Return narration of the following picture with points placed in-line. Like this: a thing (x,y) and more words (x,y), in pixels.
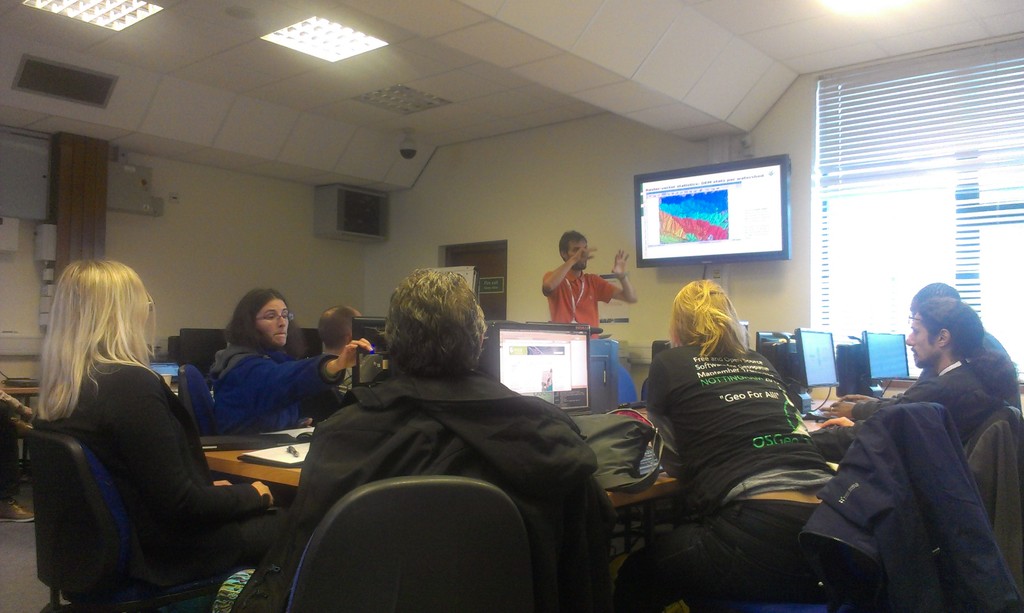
In this picture I can see few people (584,469) are seated on the chairs (204,418) and I can see few monitors (539,360), a bag (622,466), books (292,460) and few keyboards (260,443) on the table (286,475) and I can see a television (744,184) to the wall (614,253) and a man (585,250) standing and speaking and I can see few monitors (197,348) on the side and lights (318,49) to the ceiling (405,68) and blinds (905,154) to the window (882,231).
